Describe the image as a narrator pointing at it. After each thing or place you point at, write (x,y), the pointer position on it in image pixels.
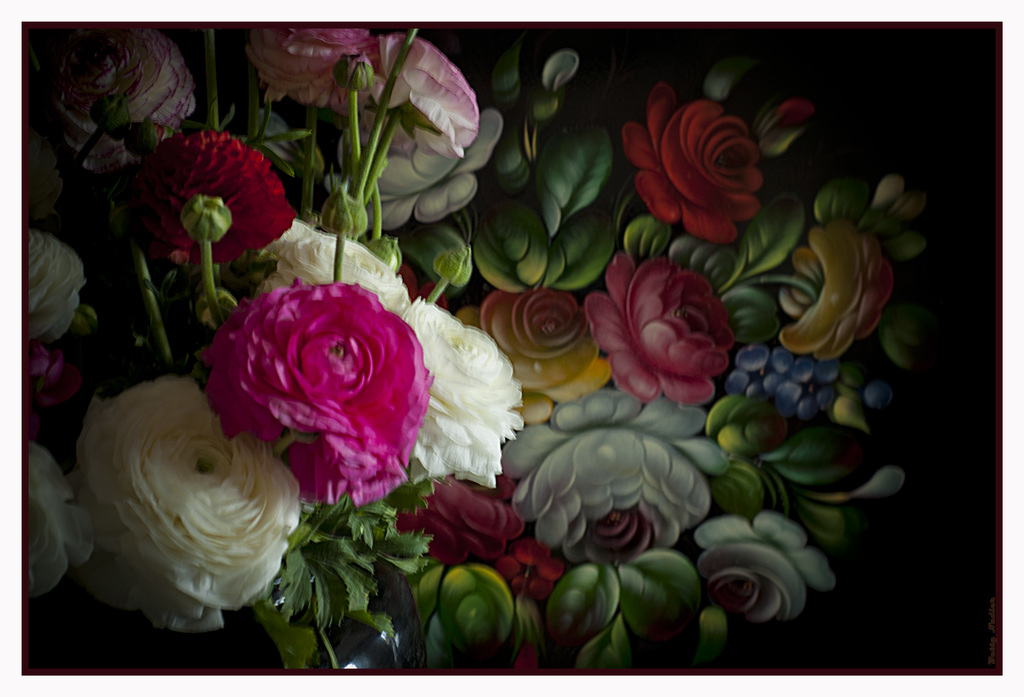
In this image, we can see some flowers (285,275) and buds (211,289). In the background (622,228), there is a painting (587,409).
